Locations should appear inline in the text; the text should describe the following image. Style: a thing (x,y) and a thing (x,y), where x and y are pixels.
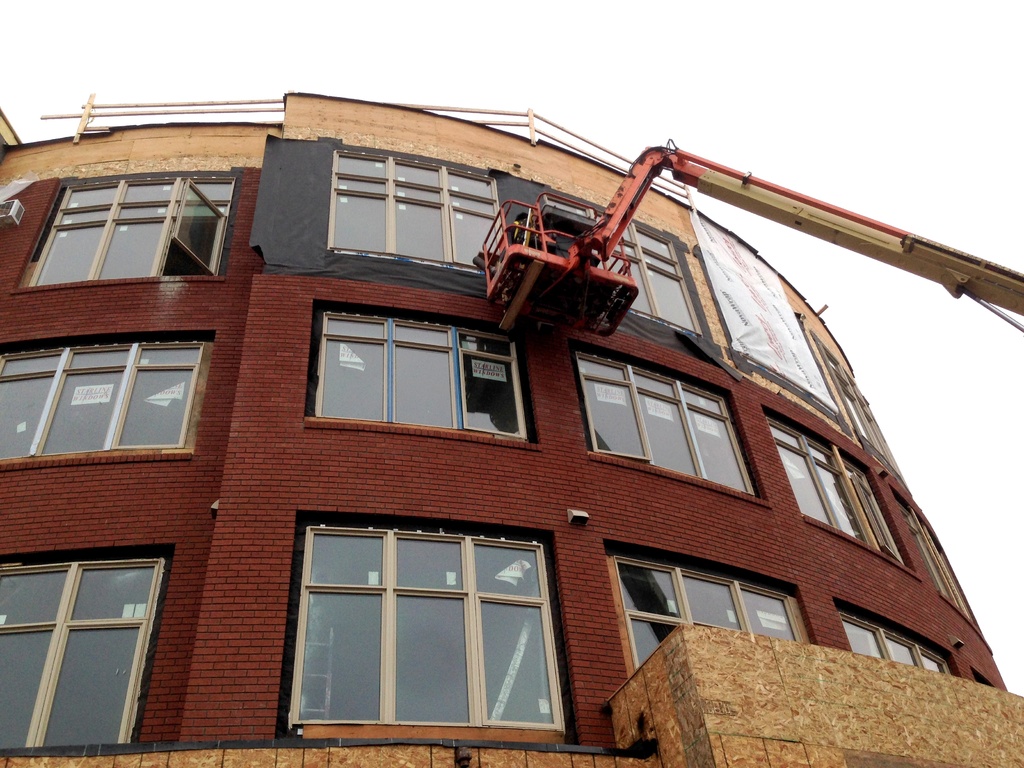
In this image there is a building (441,596) having glass windows (338,612). Top of the building (428,138) there is a fence (489,110). Right side (722,184) there is a crane (692,163). Top of the image (695,114) there is sky (708,46).
